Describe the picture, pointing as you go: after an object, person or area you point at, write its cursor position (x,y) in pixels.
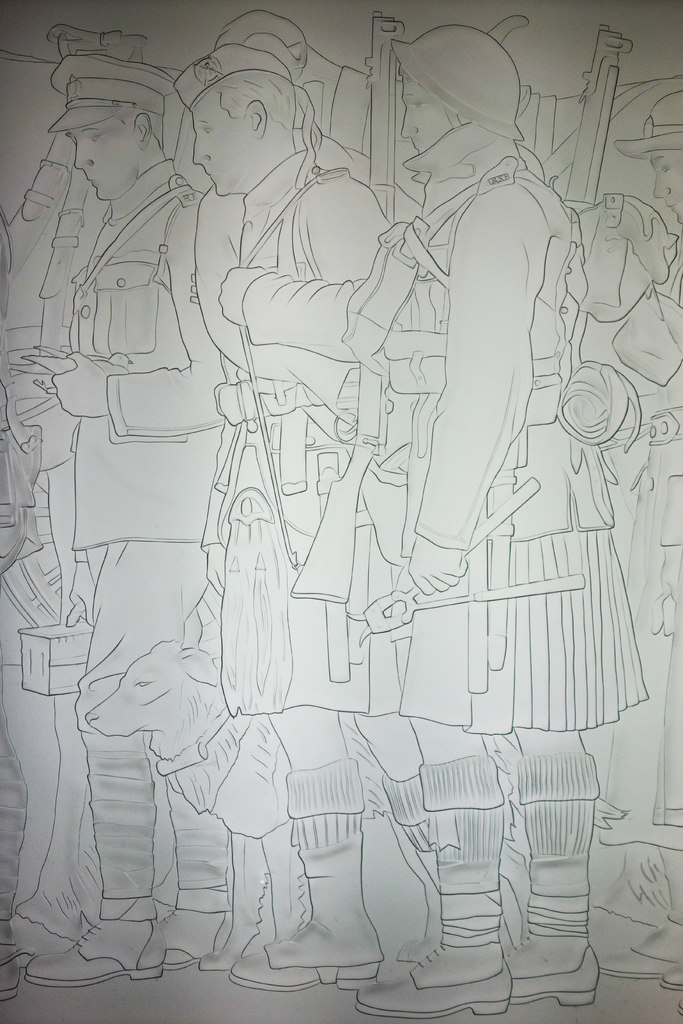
In this image I can see a sketch of dog (165,665) and few people (413,156) and they are holding something. Background is in white color.
